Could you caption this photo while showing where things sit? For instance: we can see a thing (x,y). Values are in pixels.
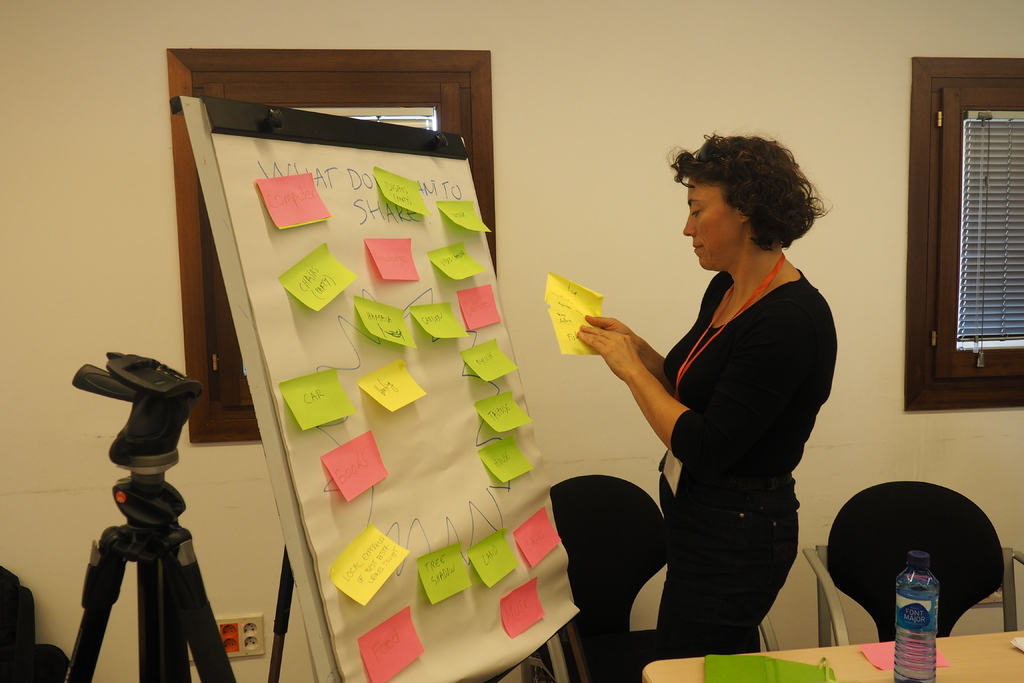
In the picture we can see the woman (697,457) standing near the board (436,352) and pasting some papers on the board (424,340) and near to it we can see a tripod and in the background (37,78) there is a wall (646,471) and windows (487,127).
